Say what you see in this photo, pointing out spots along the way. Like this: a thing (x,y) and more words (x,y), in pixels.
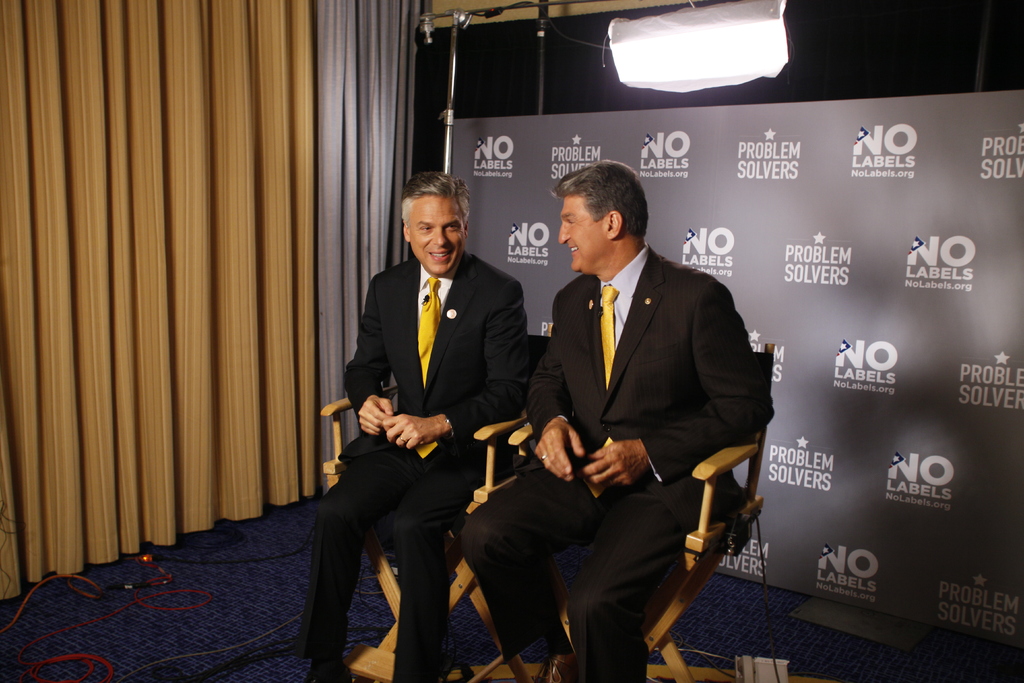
In the center of the image (420,316), we can see people (429,406) sitting on the chairs (518,424) and are wearing coats (493,319) and ties (422,327) and in the background (315,138), there are curtains (277,106) and we can see a board (695,149) and a light (687,82) and we can see some stands (454,85). At the bottom (140,589), there are wires (92,623) on the carpets (218,632).
